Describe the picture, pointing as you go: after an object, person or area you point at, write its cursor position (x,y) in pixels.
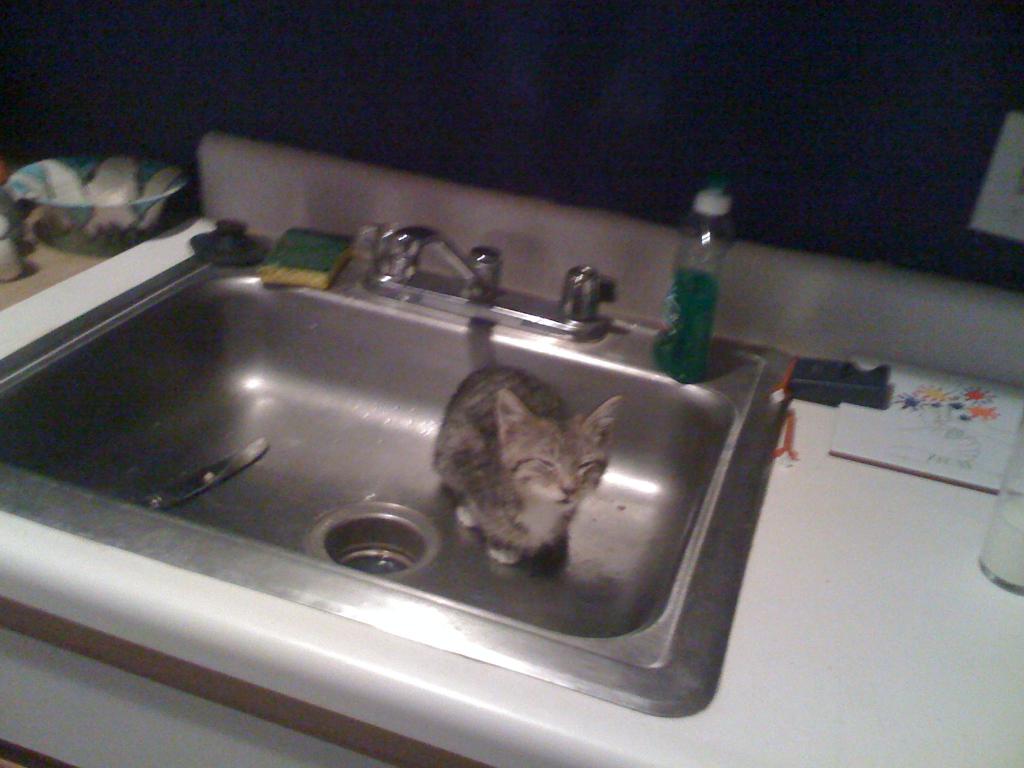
In this image there is a cat (598,467) in the sink (735,494). Top of the sink (397,306) there is a tap (427,289), bottle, scrub pad (293,249) are on it. Beside sink (385,301) there is a bowl (116,217). Right side (1003,565) there is a glass (1002,502).
